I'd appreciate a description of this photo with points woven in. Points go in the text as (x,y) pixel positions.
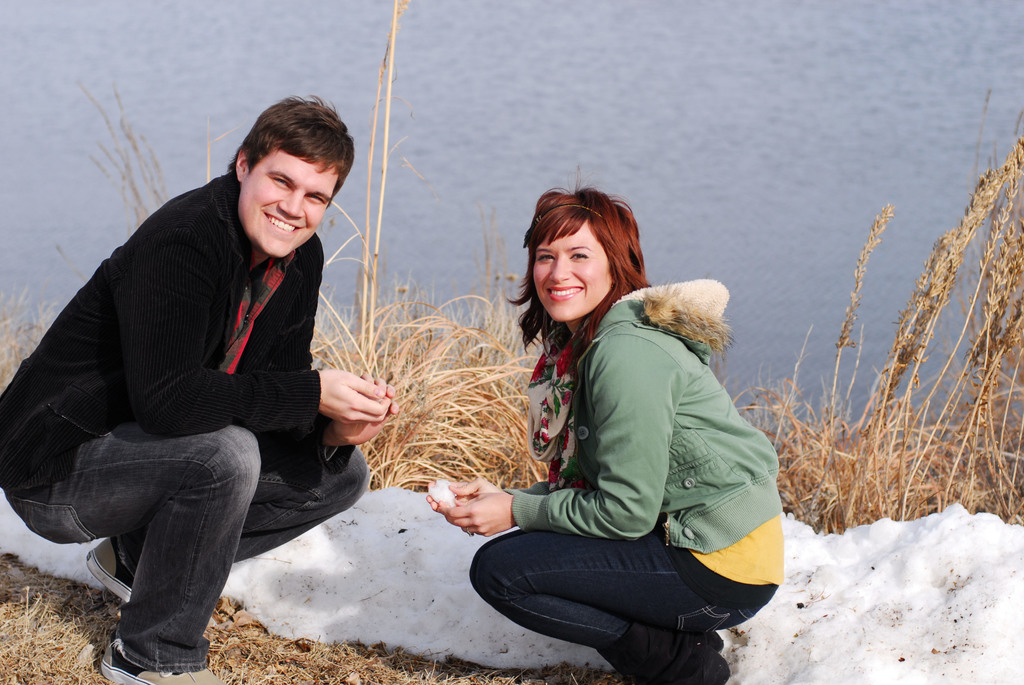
In the image we can see a man (347,382) and a woman (548,431) wearing clothes (177,469), shoes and they are smiling, and they are sitting in the squat position. Here we can see snow (429,537), dry grass (434,389) and water (741,130).
